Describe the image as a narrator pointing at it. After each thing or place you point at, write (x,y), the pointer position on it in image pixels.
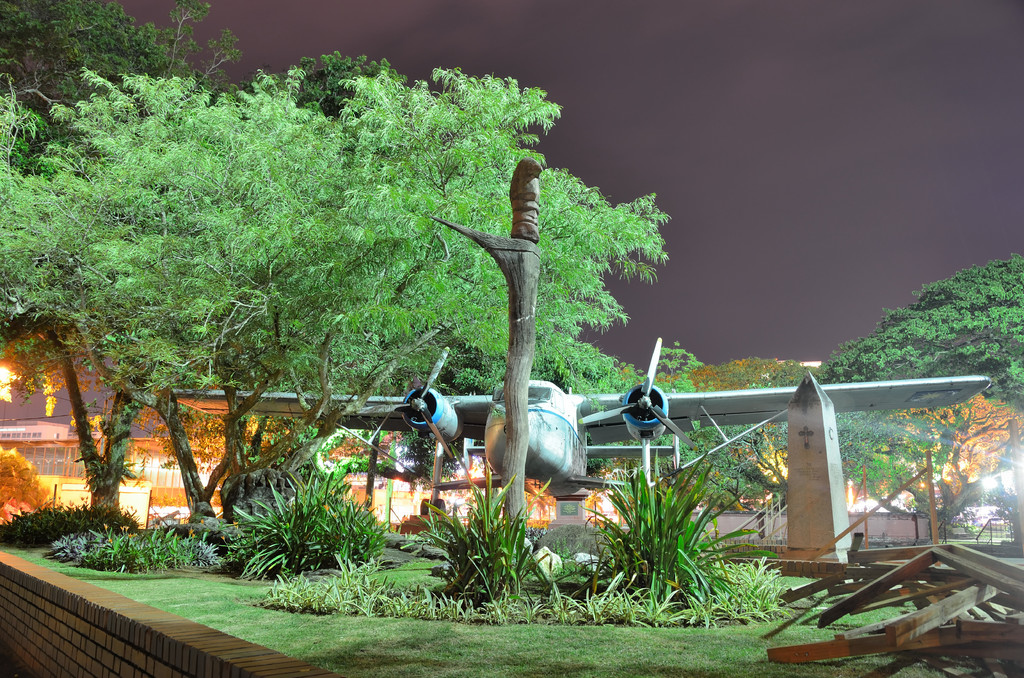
In this picture there is a plane (635,399) and there are few wooden objects (894,581) in front of it and there are trees (562,276) in the background (691,433).
